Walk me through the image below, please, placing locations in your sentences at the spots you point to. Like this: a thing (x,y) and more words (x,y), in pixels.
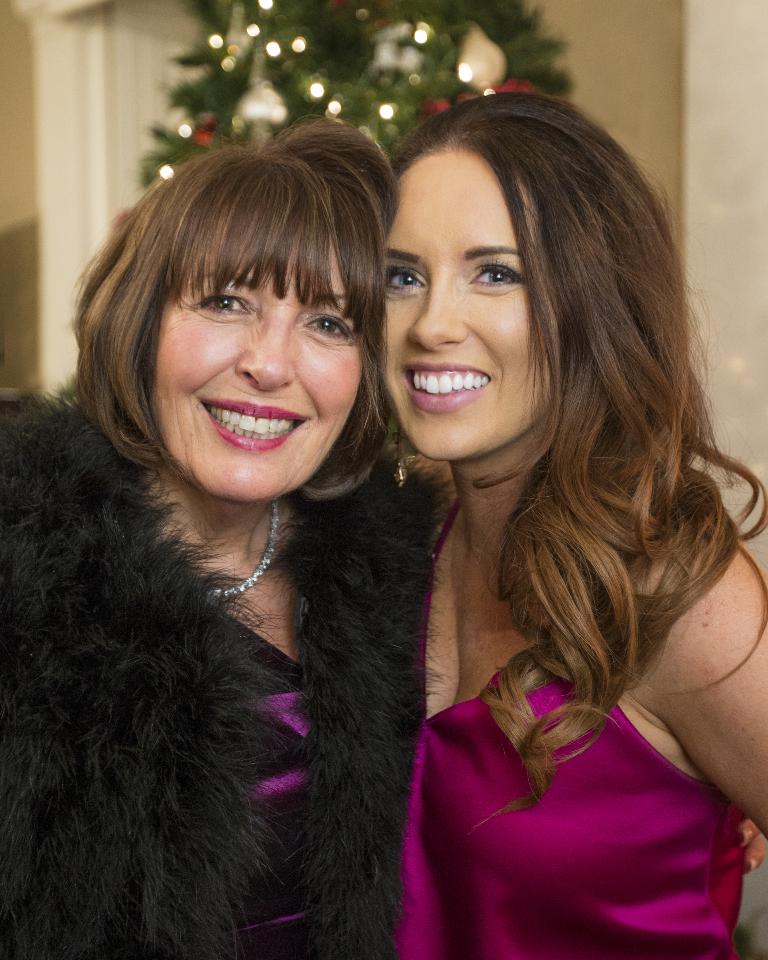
In this image, there are two persons (562,612) in front of the Christmas tree (265,79) wearing clothes (593,773).
